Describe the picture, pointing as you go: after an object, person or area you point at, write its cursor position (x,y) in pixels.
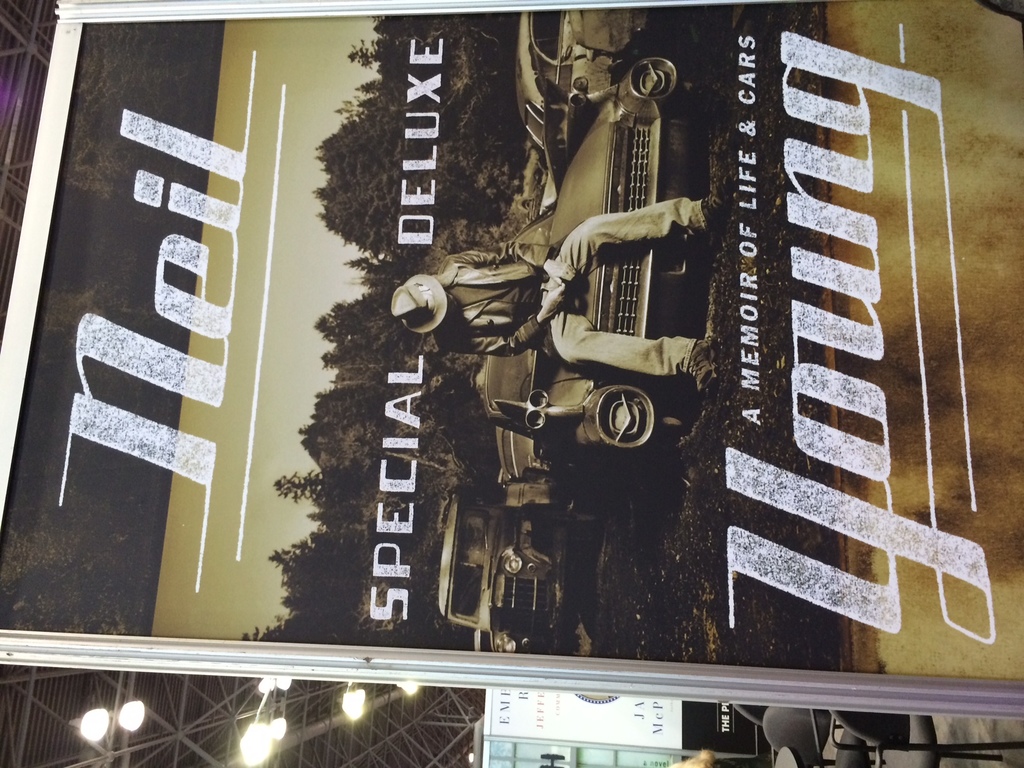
In this image, we can see a poster (137,577), on that poster (944,393) YOUNG is printed.
